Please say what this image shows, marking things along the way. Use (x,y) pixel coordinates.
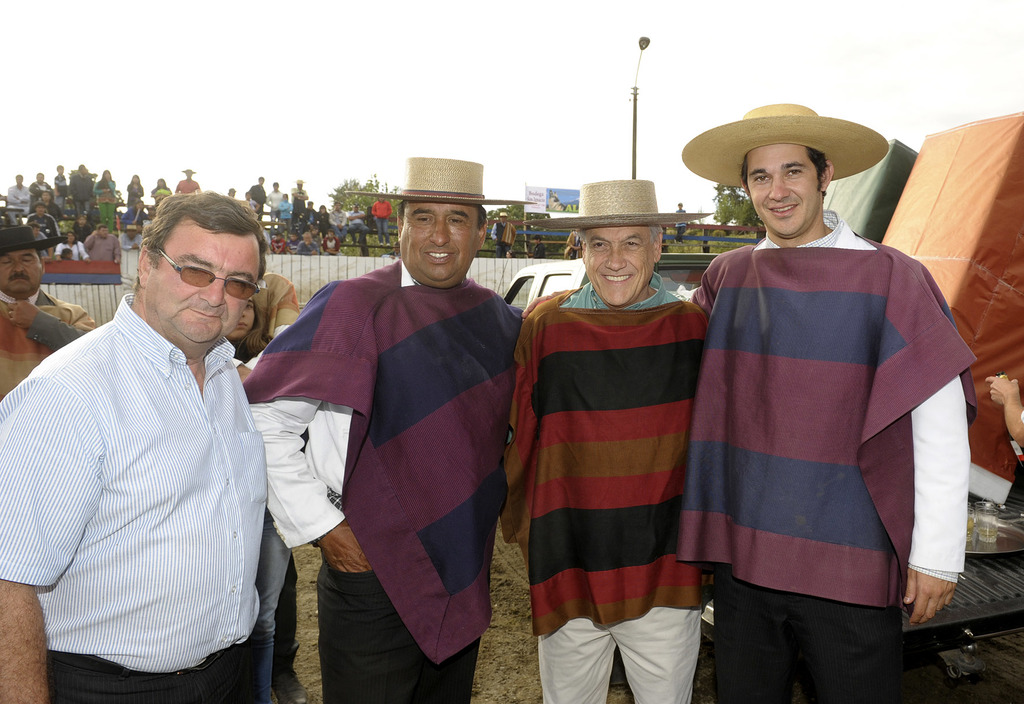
In the image there are four men (465,340) standing in the front (266,364), the three men (493,423) in the middle (601,325) wearing hats (446,175) and few people (7,309) standing behind them and in the background (67,243) there are many people (322,240) standing and sitting on the steps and above its sky (420,30).
